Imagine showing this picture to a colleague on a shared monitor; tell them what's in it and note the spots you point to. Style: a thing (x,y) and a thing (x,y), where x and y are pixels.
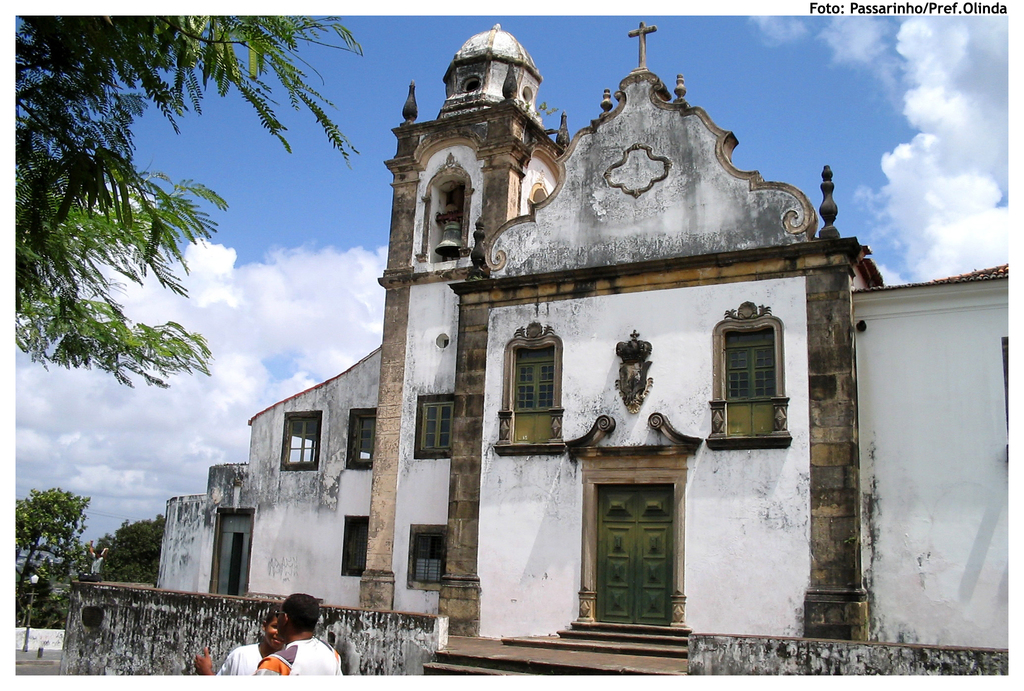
In this image I can see two persons (210,669) standing. Background (539,567) I can see the building (424,269) in brown and white color, a light pole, trees (142,550) in green color and the sky (296,241) is in white and blue color.
